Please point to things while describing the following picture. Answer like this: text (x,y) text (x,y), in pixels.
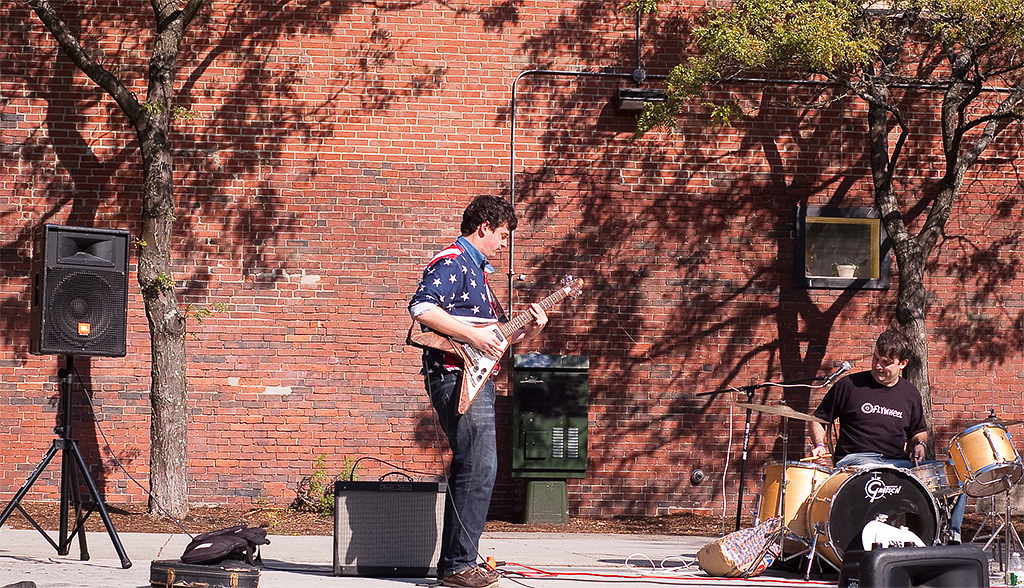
In this picture there is a man (473,305) standing and holding a guitar (472,355). There is also other man (819,461) sitting and playing drum (799,519) with a drum stick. There is a loudspeaker (90,285), tree (165,313), wall (218,325), green object (519,398), bag (724,544), cup (847,268) at the background (777,281).
